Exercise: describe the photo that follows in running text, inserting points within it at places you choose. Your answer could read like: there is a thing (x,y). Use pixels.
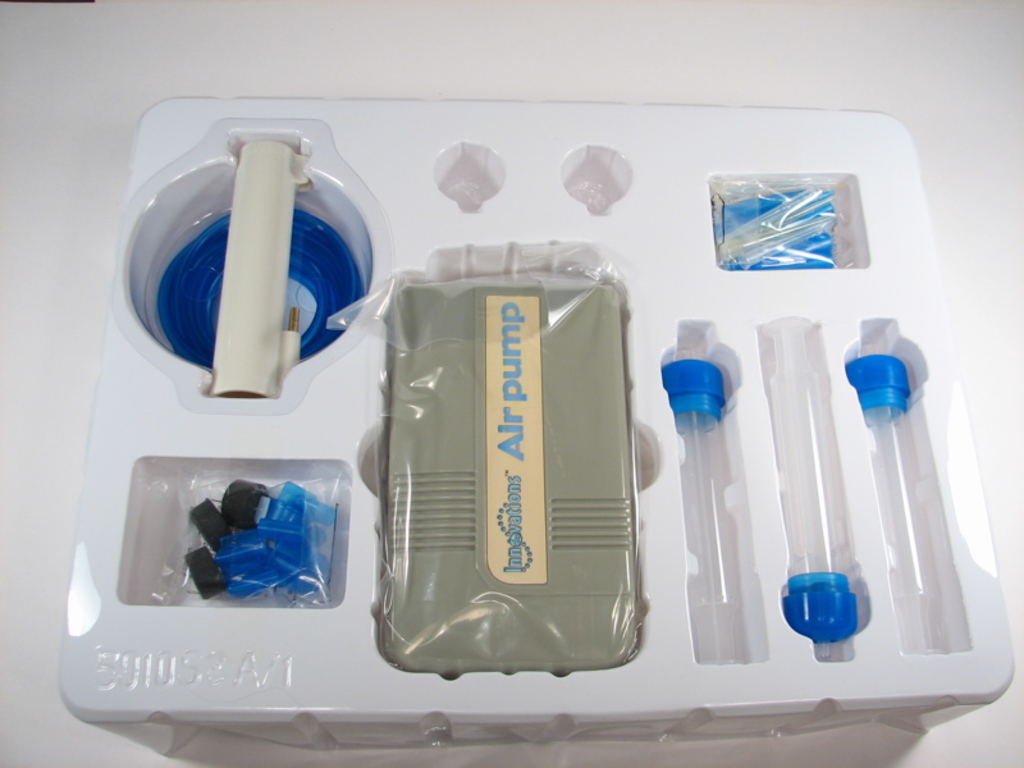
In this picture we can see a white plastic box (124,564) with many things (595,459) in it.
